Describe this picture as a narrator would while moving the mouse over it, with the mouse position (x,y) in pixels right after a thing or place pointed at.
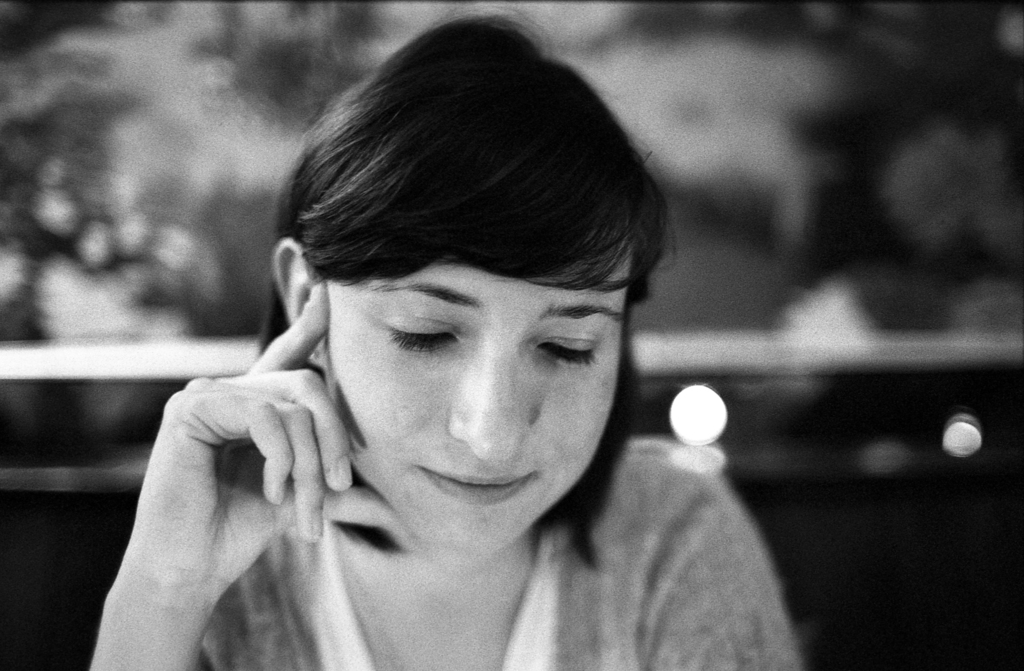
This is a black and white image. I can see a woman (415,544) and there is a blurred background (858,335).
